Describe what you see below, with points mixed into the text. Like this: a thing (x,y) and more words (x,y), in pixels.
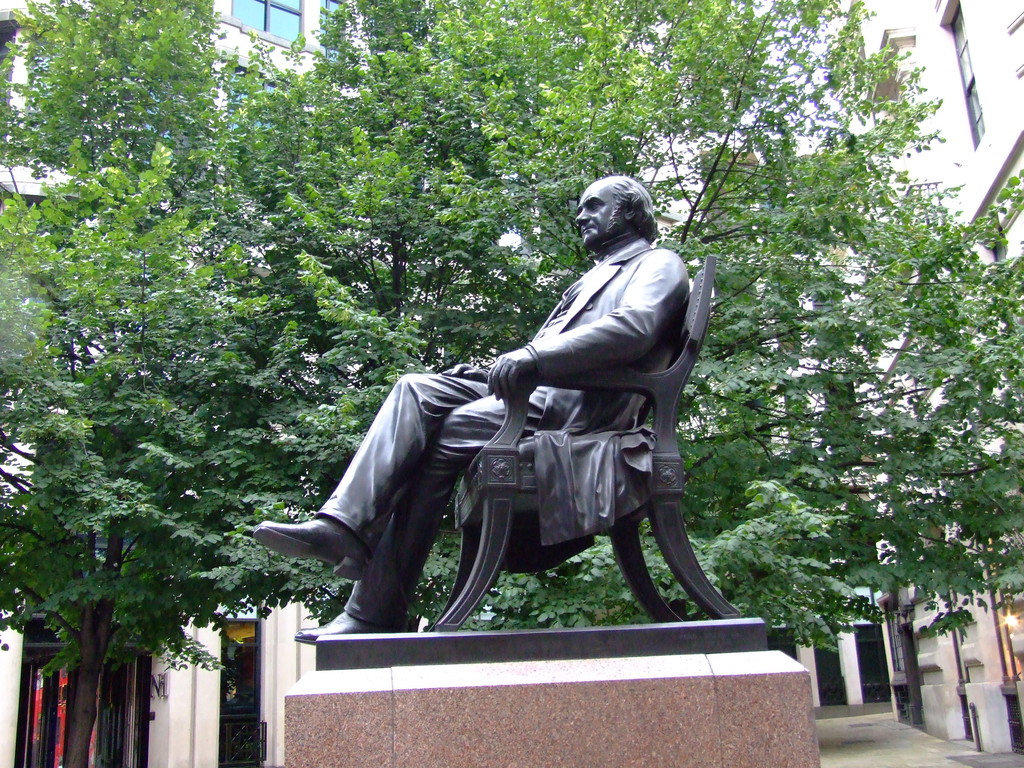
This is the picture of a statue (265,533). In this image there is a statue (514,482) of a person (628,505) sitting on the chair (500,485). At the back (779,156) there are buildings (958,152) and there are trees (166,490).
